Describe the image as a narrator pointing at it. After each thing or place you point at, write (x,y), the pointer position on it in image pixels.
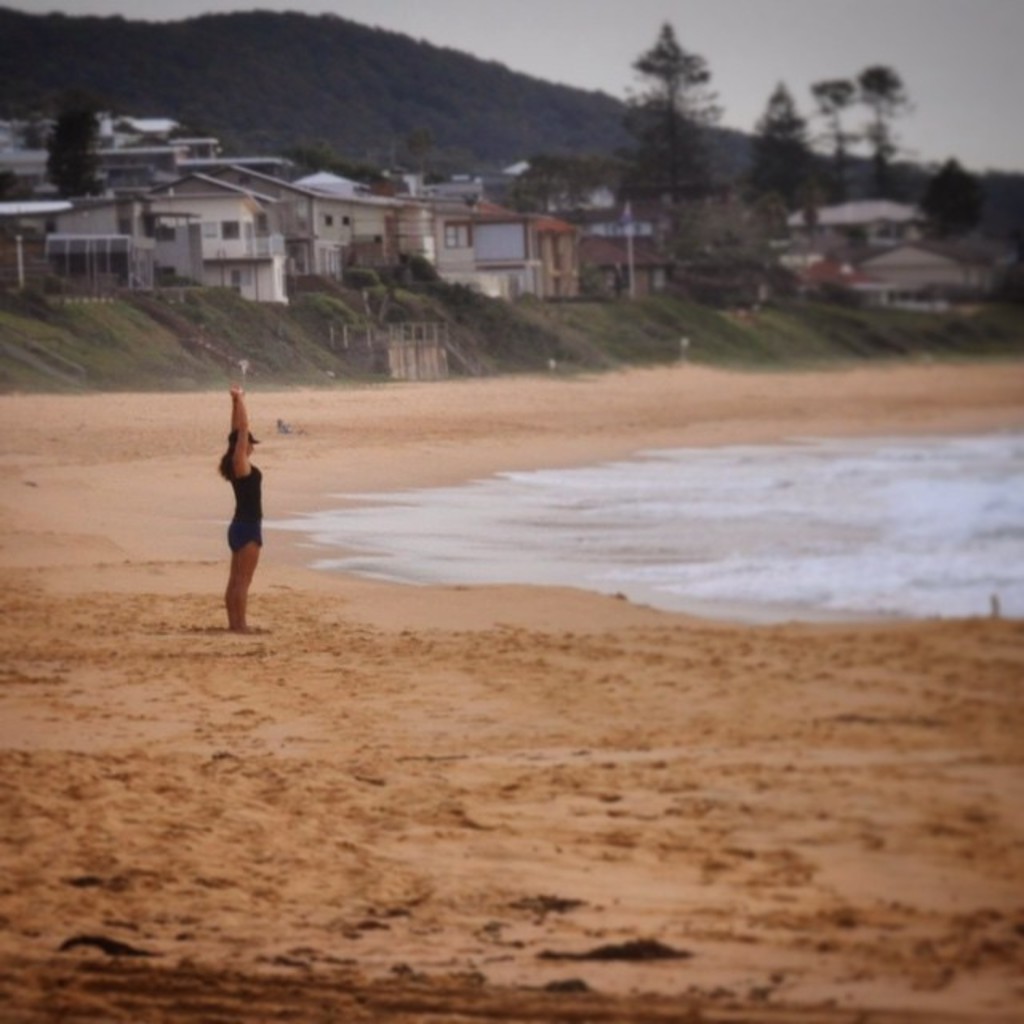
On the left side (238,411), there is a woman (242,468) in a black color dress (254,474), stretched her hands (241,403) up and standing on a sand surface (231,693). On the right side (889,445), there are tides (768,502) of the ocean (765,585). In the background (978,193), there are trees (962,189), buildings (372,250), a mountain (1009,182) and the sky (822,133).
